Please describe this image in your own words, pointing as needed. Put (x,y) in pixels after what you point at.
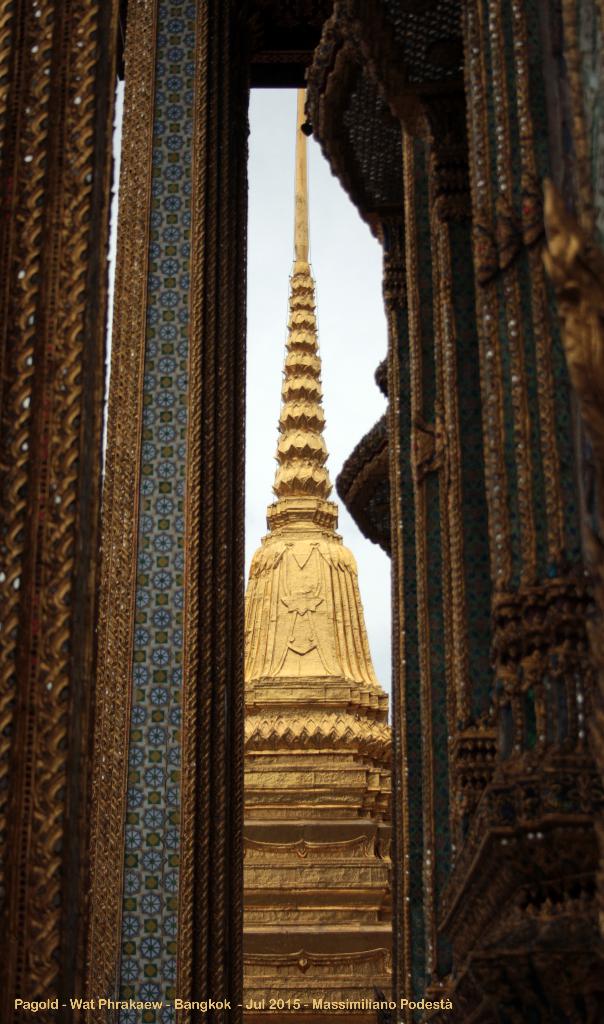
In this image there is a temple (322,528), towards the right of the image (535,352) there is an object (505,408) truncated, towards the left of the image (93,450) there is an object (75,500) truncated, there is the sky (251,379), there is text (89,1006) at the bottom of the image (275,1007).
